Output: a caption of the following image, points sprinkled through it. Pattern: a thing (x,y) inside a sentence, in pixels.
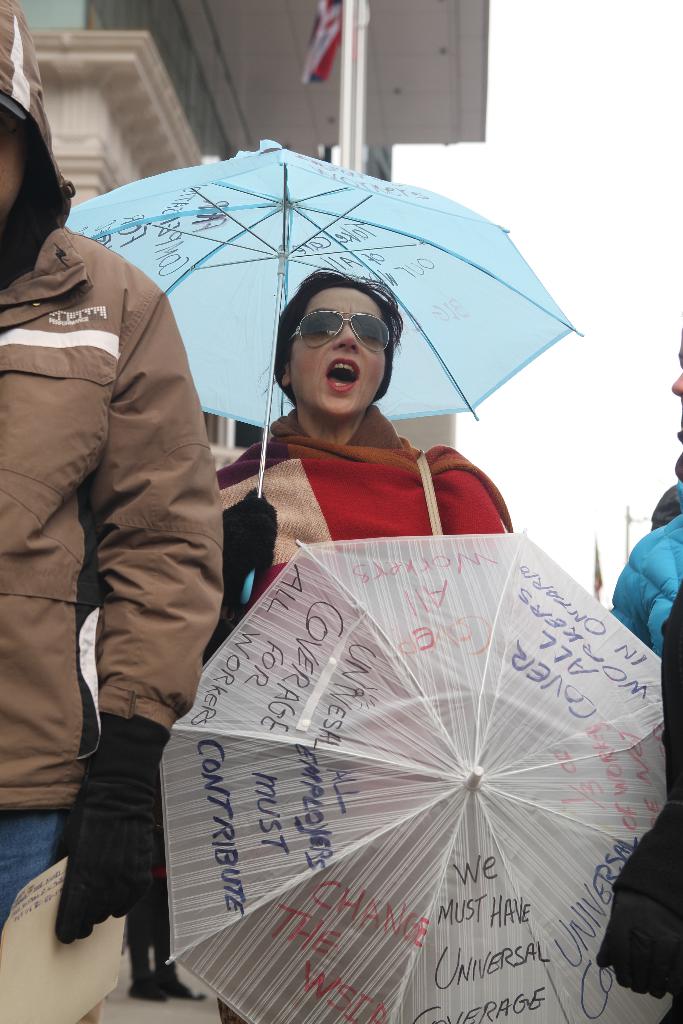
In this picture I can see in the middle (371,478) there is a person (303,381) holding the umbrella (407,372), wearing goggles (385,340). At the top (419,97) it looks like a building (437,100).
